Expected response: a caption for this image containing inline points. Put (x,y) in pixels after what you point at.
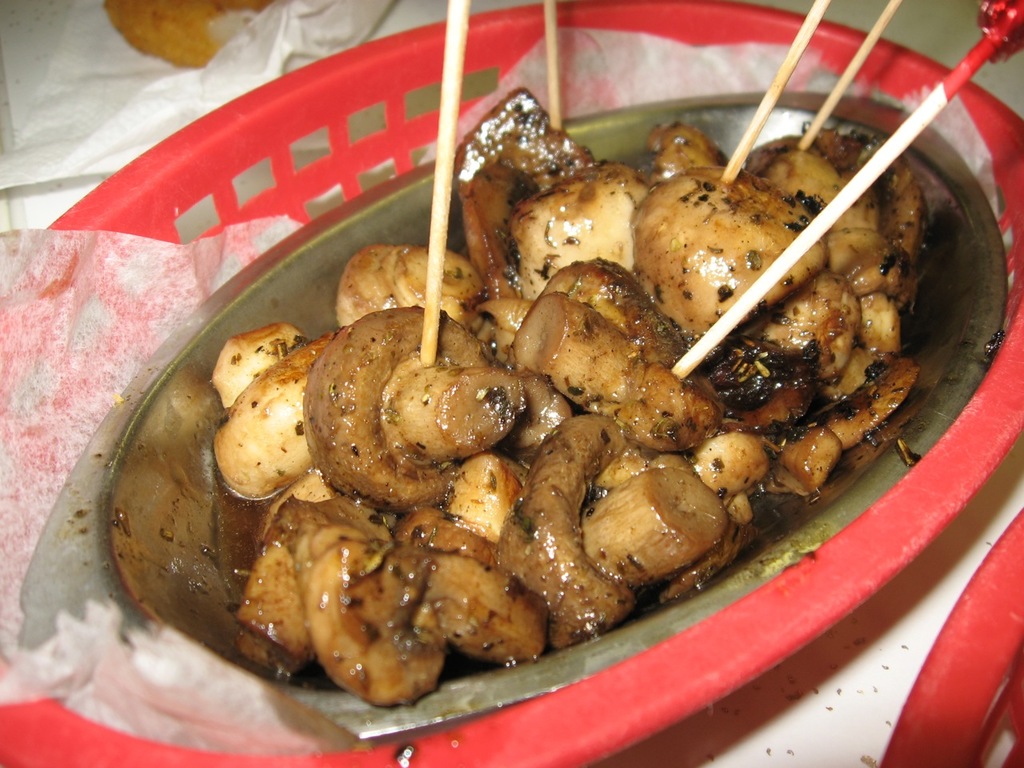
In the center of the image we can see a platform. On the platform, we can see a basket (150,157), tissue papers (152,137), some food items (449,461) and some objects (290,273).
